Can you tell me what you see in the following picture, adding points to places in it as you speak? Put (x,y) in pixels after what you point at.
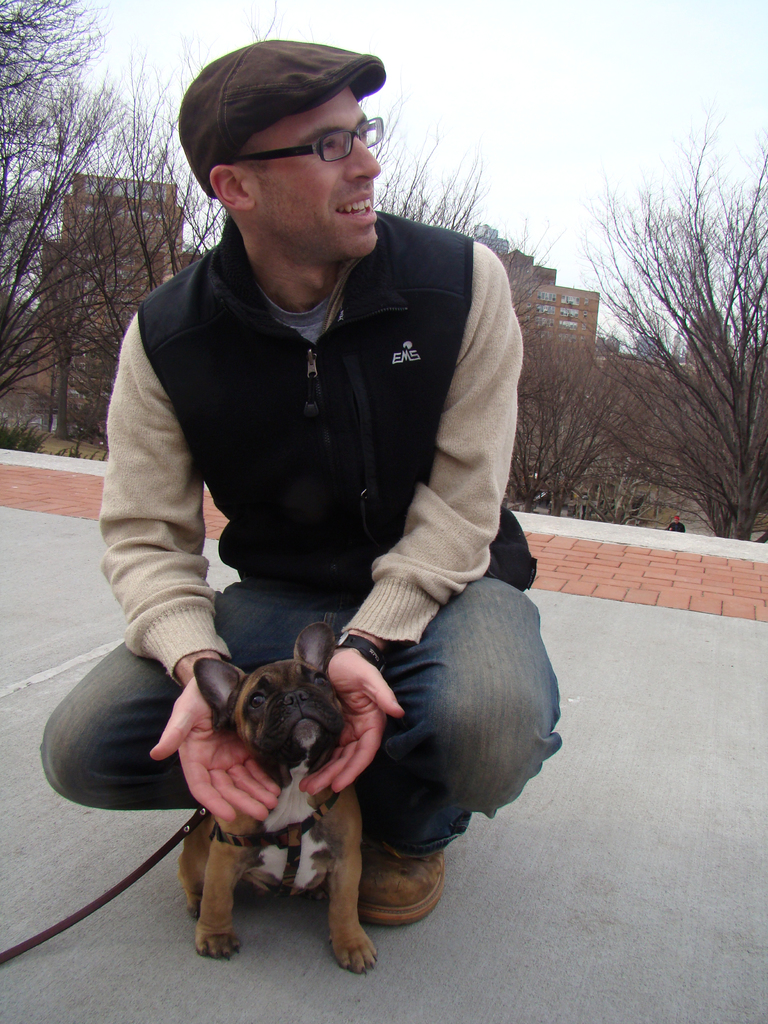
The picture is taken outside, there is a man (343,277), he was in squatting position. He is wearing a black jacket (394,383), blue jeans (461,626) and brown shoes (384,886). He was keeping his hands (256,766) on the dog's face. In the background (502,180) there are trees (536,246), houses (557,303) and white sky (546,215).
